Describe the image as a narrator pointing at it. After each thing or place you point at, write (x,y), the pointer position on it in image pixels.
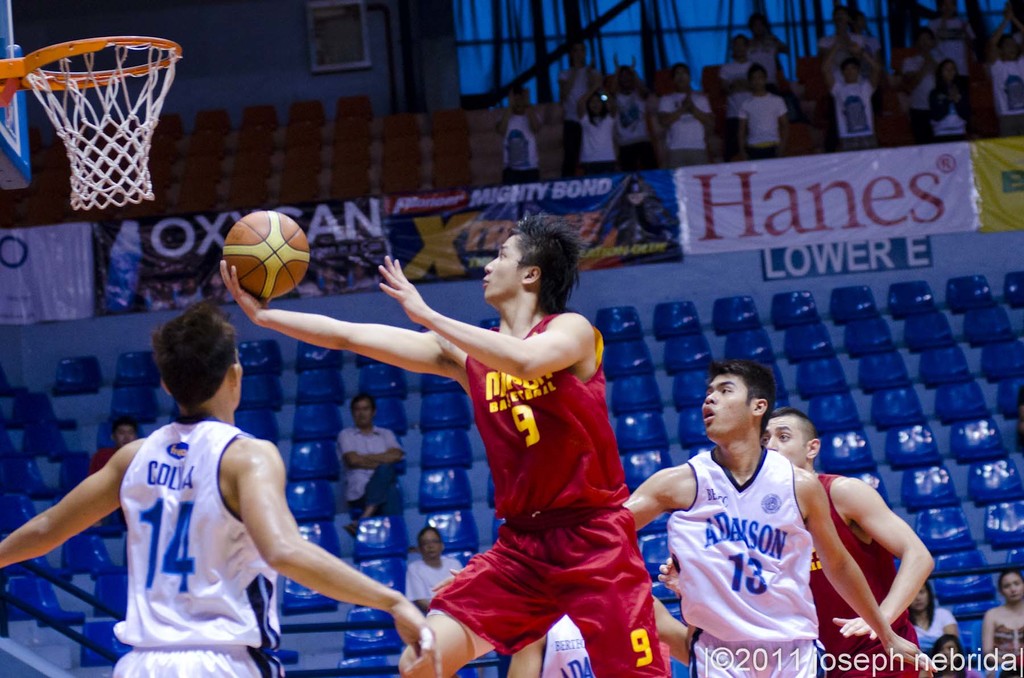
There are people (612,493) and this person (547,424) holding ball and we can see basketball hoop (49,93). Background (333,396) we can see people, chairs (816,334) and wall (248,27).
